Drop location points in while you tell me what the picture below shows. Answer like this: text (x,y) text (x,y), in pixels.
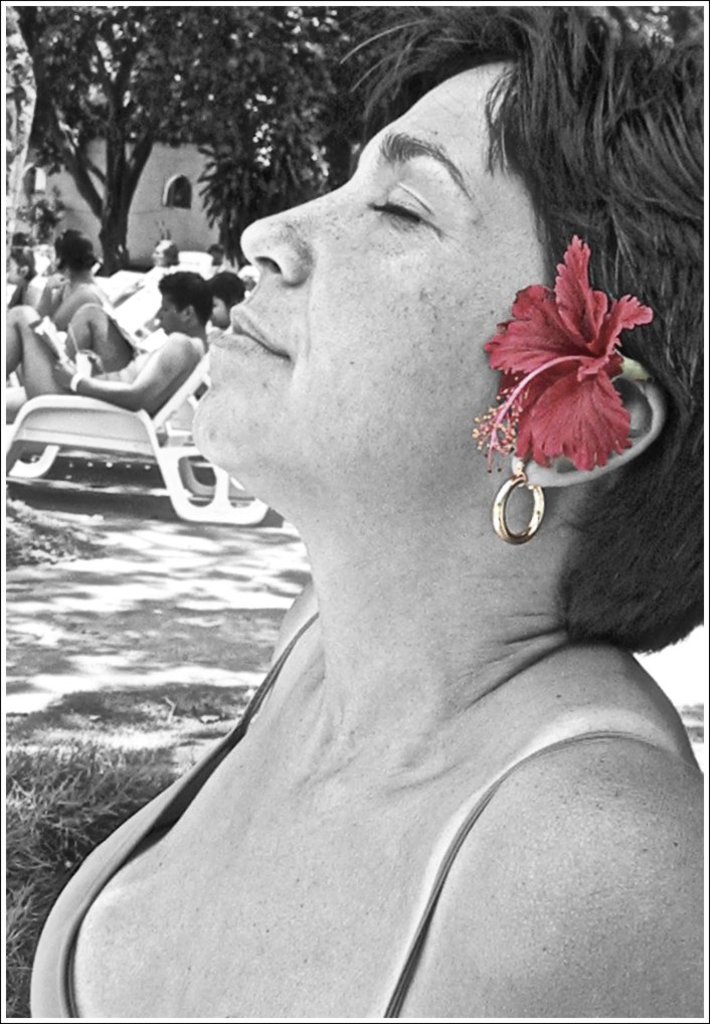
In this black and white image there is a girl (474,554) and there is a flower (530,378) on her ear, behind her there are a few people (41,344) sitting on the benches (193,391). In the background (223,68) there are trees (196,87) and a building (180,147).
